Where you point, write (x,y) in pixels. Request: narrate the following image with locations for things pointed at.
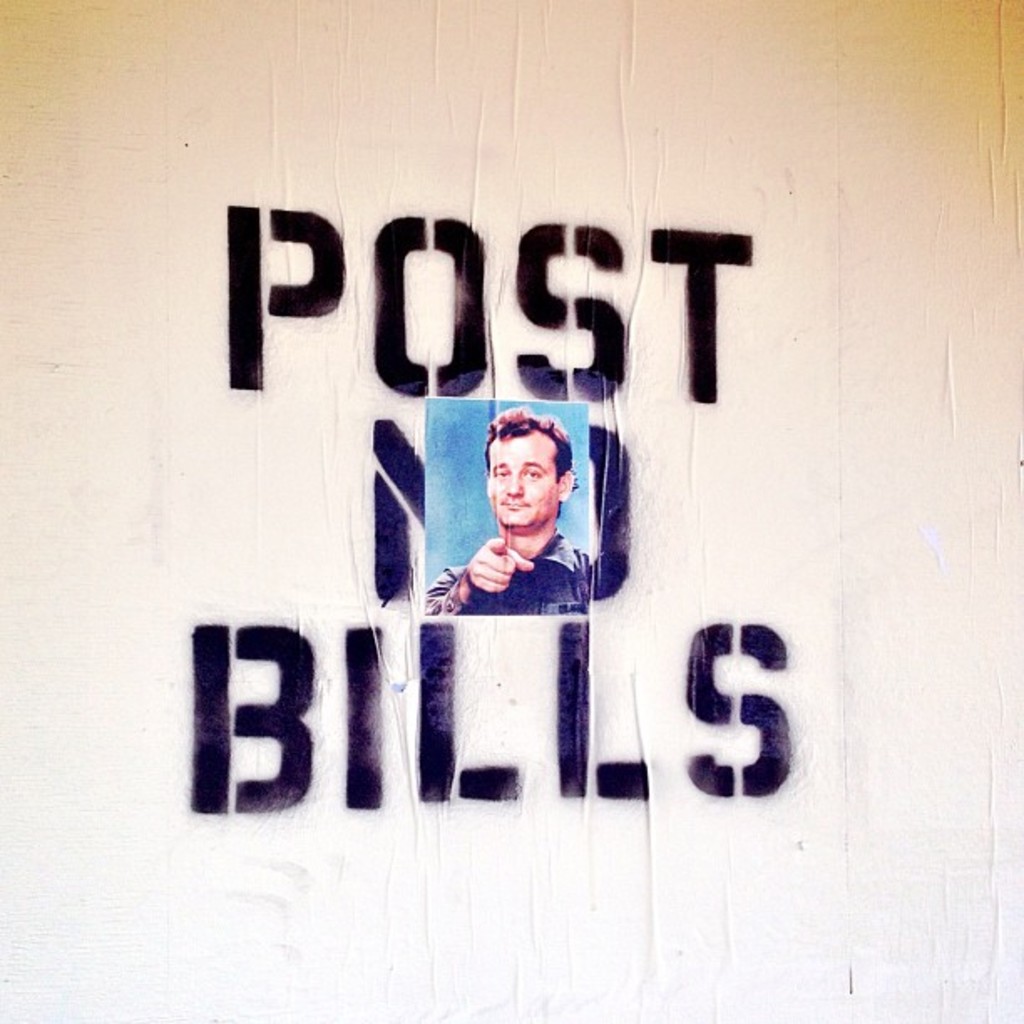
In this picture there is a wall (586,818). On the wall (655,539) there is some text (599,254) and a photograph (581,421) of a man (506,590). He is wearing a black shirt (554,575).
